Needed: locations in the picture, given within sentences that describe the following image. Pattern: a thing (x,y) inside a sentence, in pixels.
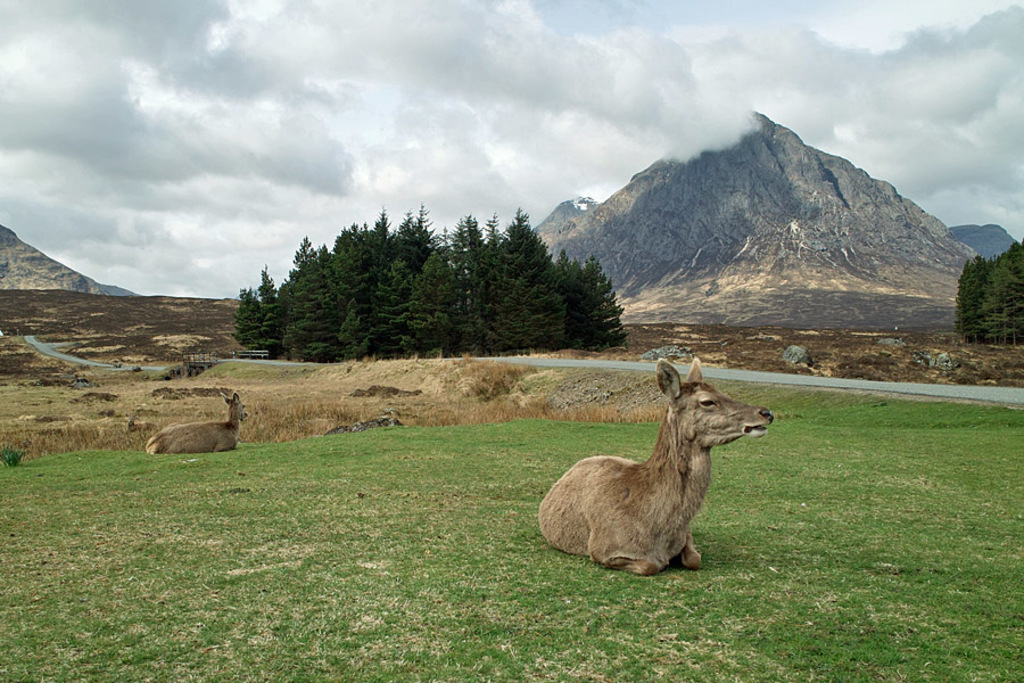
In this image we can see two animals (156,447) are sitting on the grassland (292,394). Here we can see the road (898,382), trees (417,346), hills (956,271) and the sky (499,155) with clouds (401,155) in the background (555,155).
